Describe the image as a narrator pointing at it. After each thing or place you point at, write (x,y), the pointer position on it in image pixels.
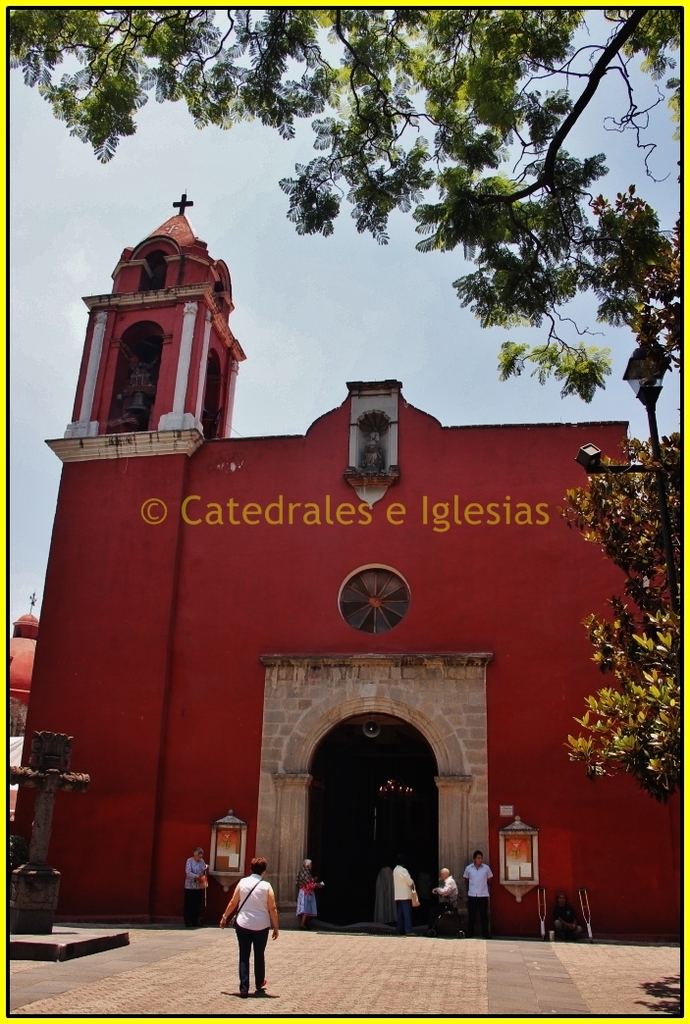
In this image we can see the building (377,632), arch (374,787) and some text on it. We can also see trees (117,84), people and the sky (394,357).
